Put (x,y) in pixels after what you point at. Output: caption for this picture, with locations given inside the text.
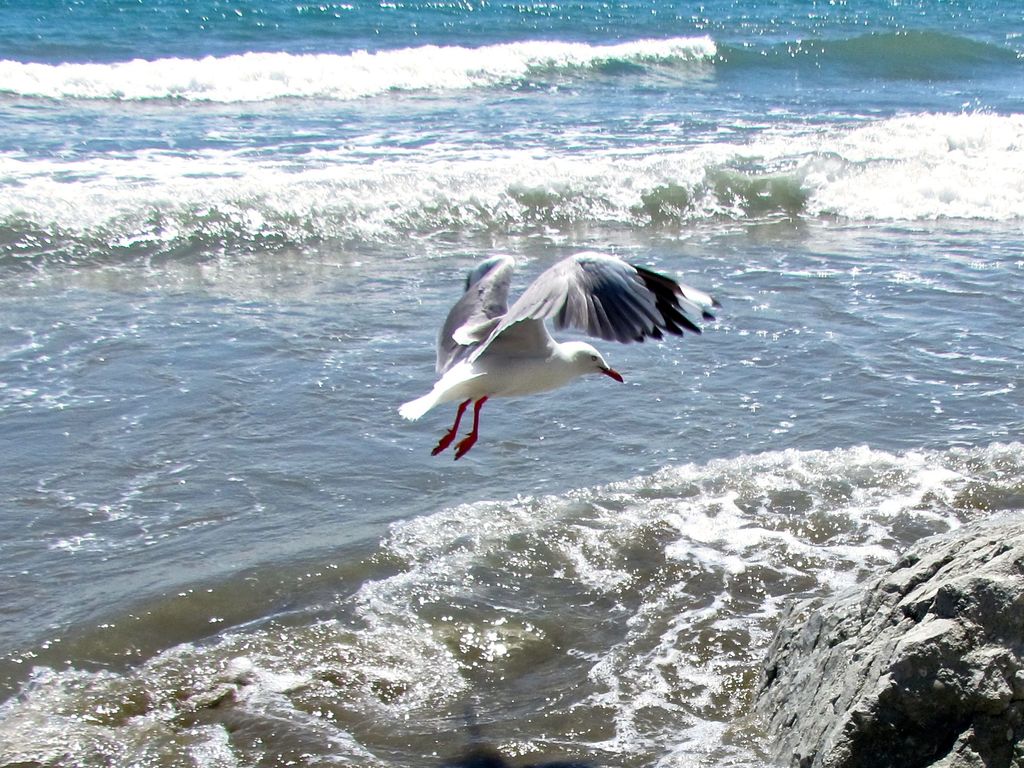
In the picture there is a bird (462,320) flying above the water surface (178,386), on the right side (890,577) there is a rock (940,586).
